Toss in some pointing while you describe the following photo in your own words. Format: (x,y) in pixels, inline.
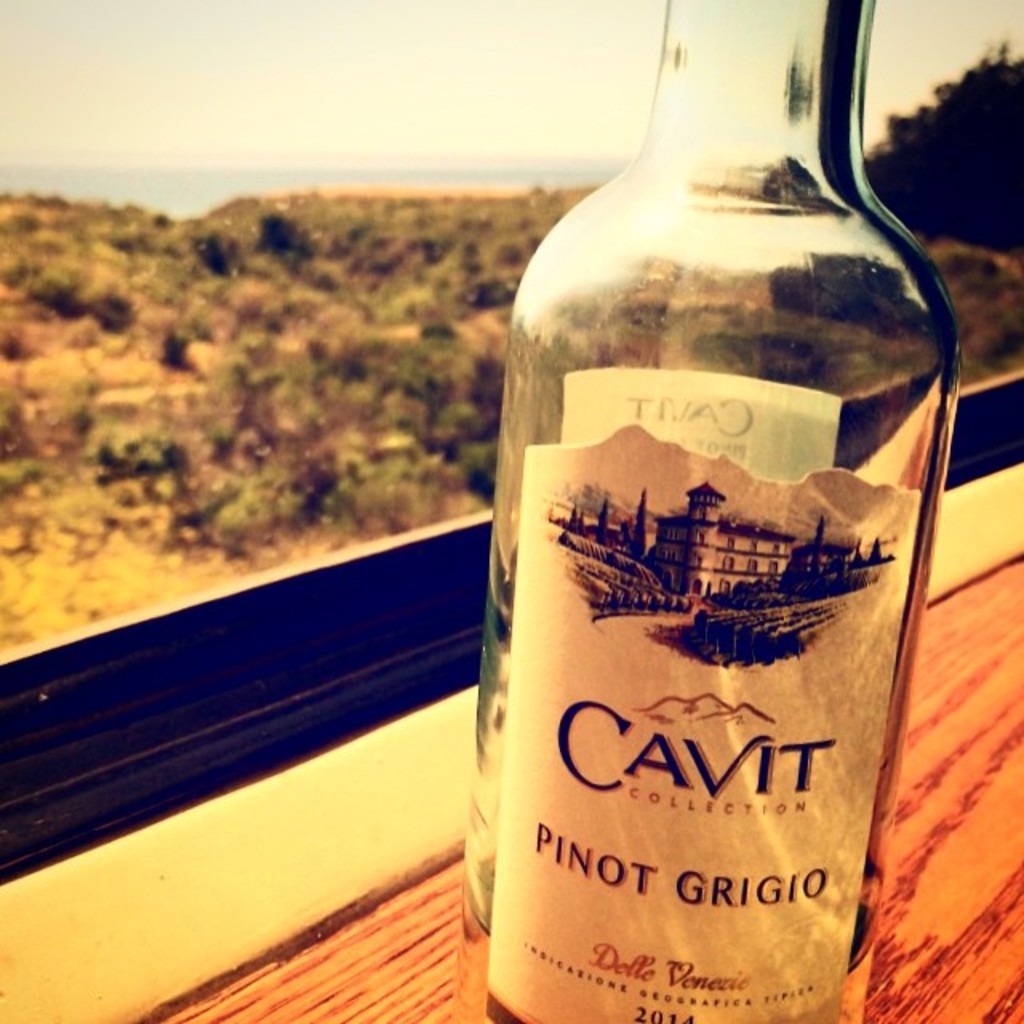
in this image i can see a glass bottle (724,343). behind that there are trees (270,347). on the glass bottle (724,681) cavit collection is written on the label (689,815).
